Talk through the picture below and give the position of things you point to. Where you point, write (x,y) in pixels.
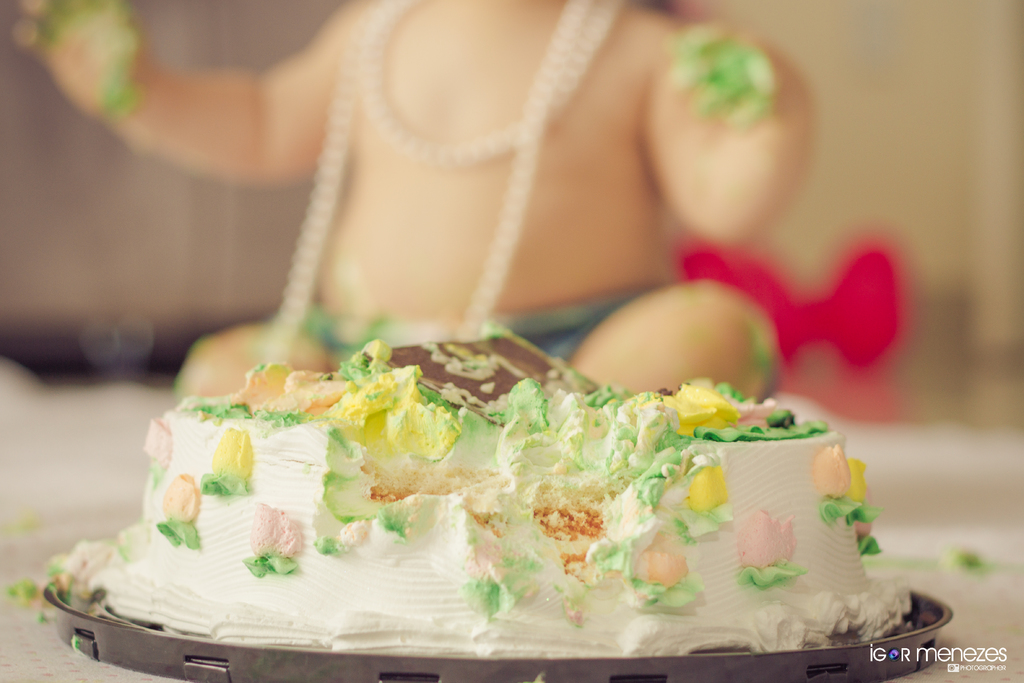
In the center of the image (519,404) there is a cake (612,454). In the background of the image (629,277) there is a child (438,18).
